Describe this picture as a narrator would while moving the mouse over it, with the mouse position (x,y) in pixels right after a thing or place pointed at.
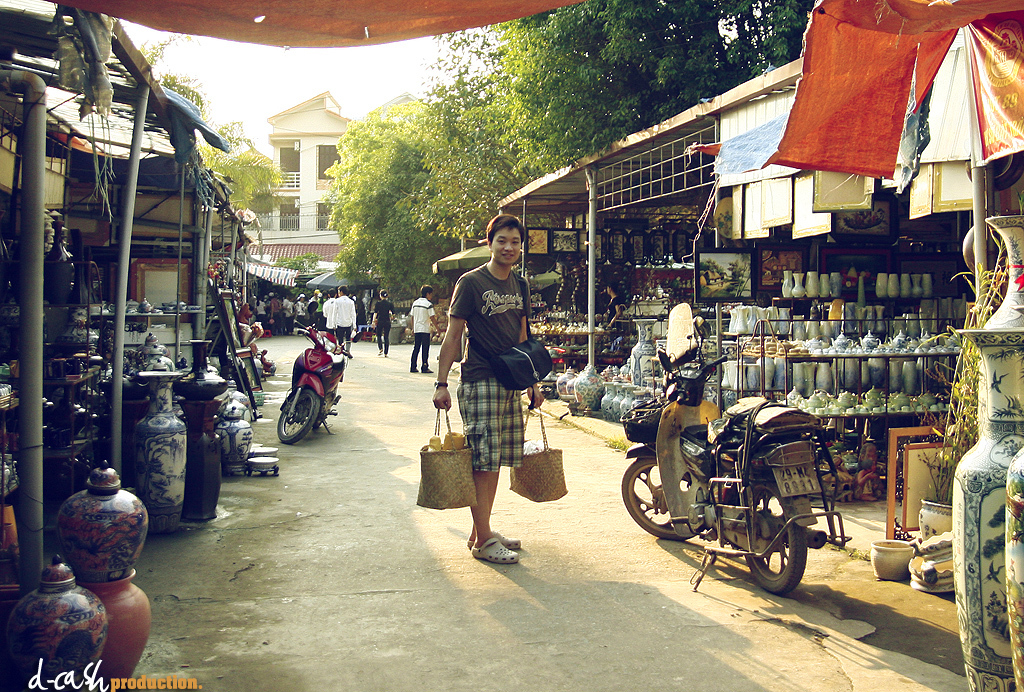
In this image we can see a man (485,522) is standing on the road (393,531). He is wearing t-shirt (497,338) and shorts (480,417). And holding carry bags (467,466) in his hand (533,391). To the both sides of the image pots shops (834,346) are there and vehicle (322,413) are present. Background of the image (301,232) building (298,147) and trees (378,180) are there.
